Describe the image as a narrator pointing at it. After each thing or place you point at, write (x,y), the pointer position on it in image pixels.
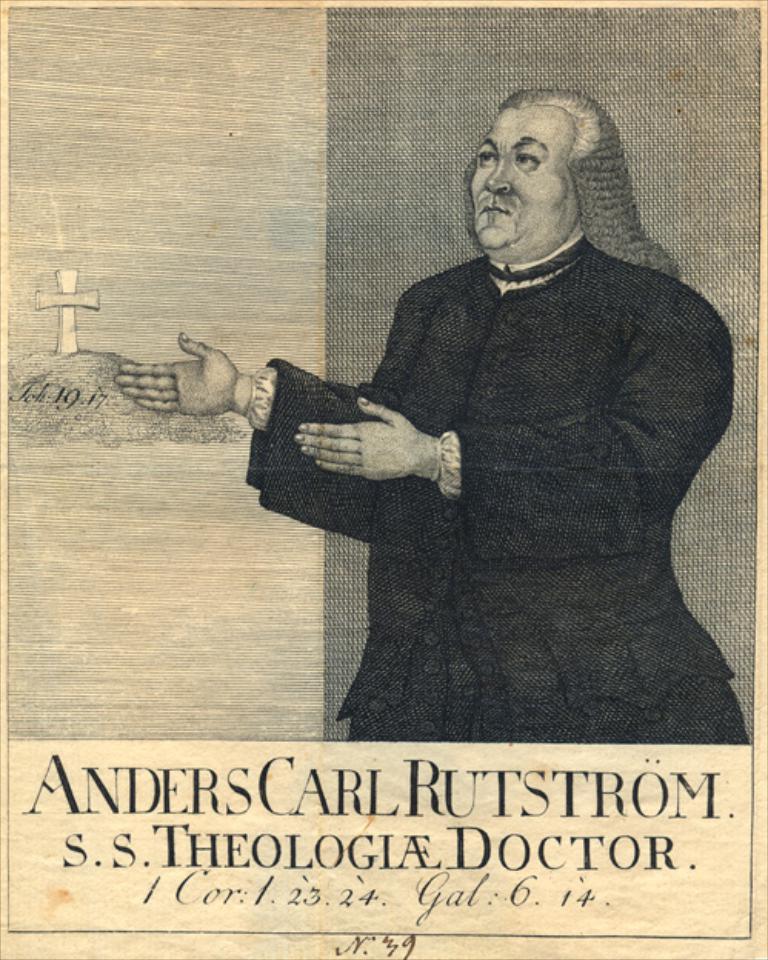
In this image we can see a drawing (468,525) of a man (439,471). Also there is a cross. At the bottom of the image (288,869) something is written.
